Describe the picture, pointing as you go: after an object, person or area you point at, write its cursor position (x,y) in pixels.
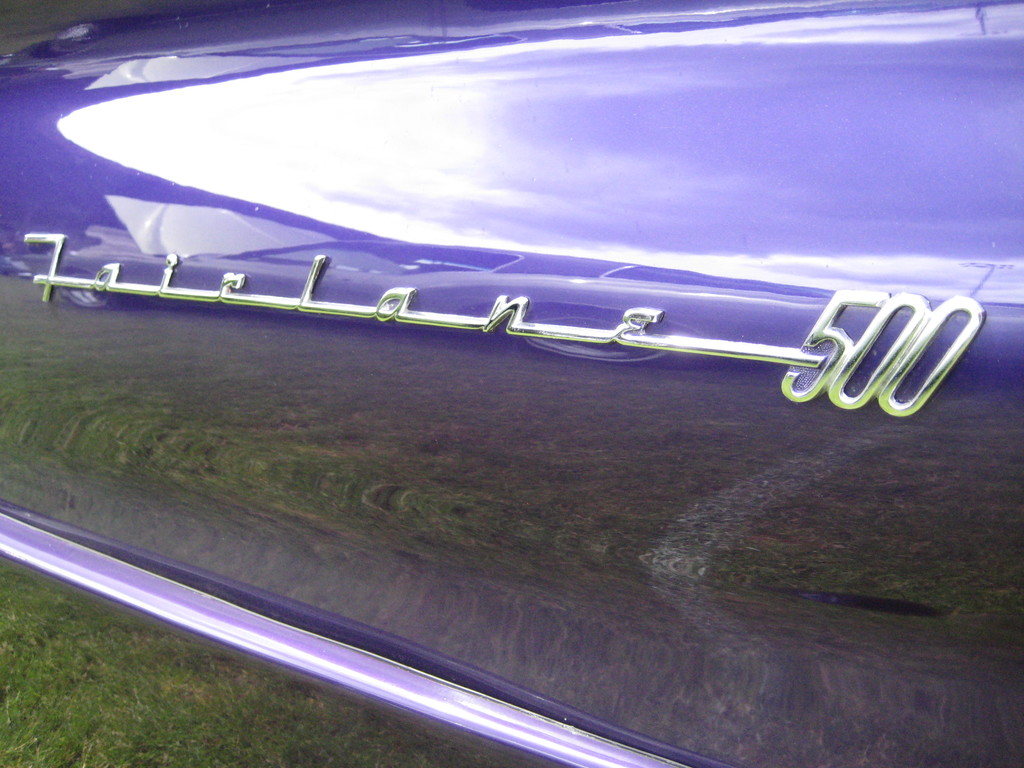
In this image we can see the name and model (911,400) on the car (327,180). At the bottom of the image (122,735) there is grass (98,740) on the surface (95,737).
